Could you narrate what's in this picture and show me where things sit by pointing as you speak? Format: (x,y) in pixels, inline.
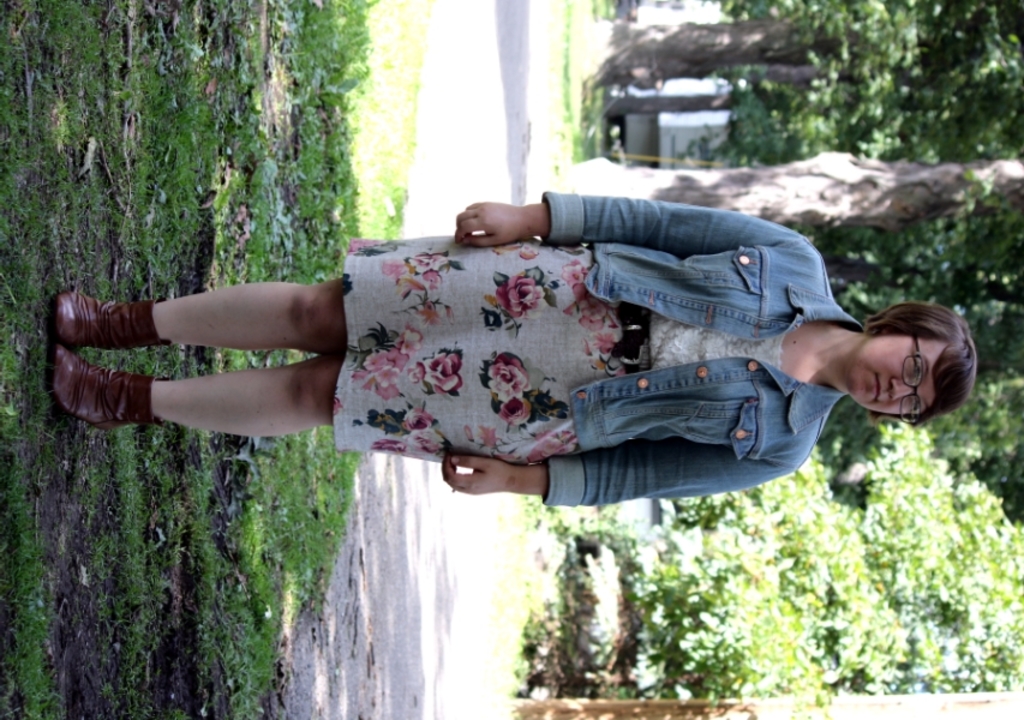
In this image, we can see a woman (629,391) is standing on the grass (215,359) and wearing a jacket (777,389), glasses (910,365). Background (839,36) we can see so many trees (769,26) and road (463,5).
